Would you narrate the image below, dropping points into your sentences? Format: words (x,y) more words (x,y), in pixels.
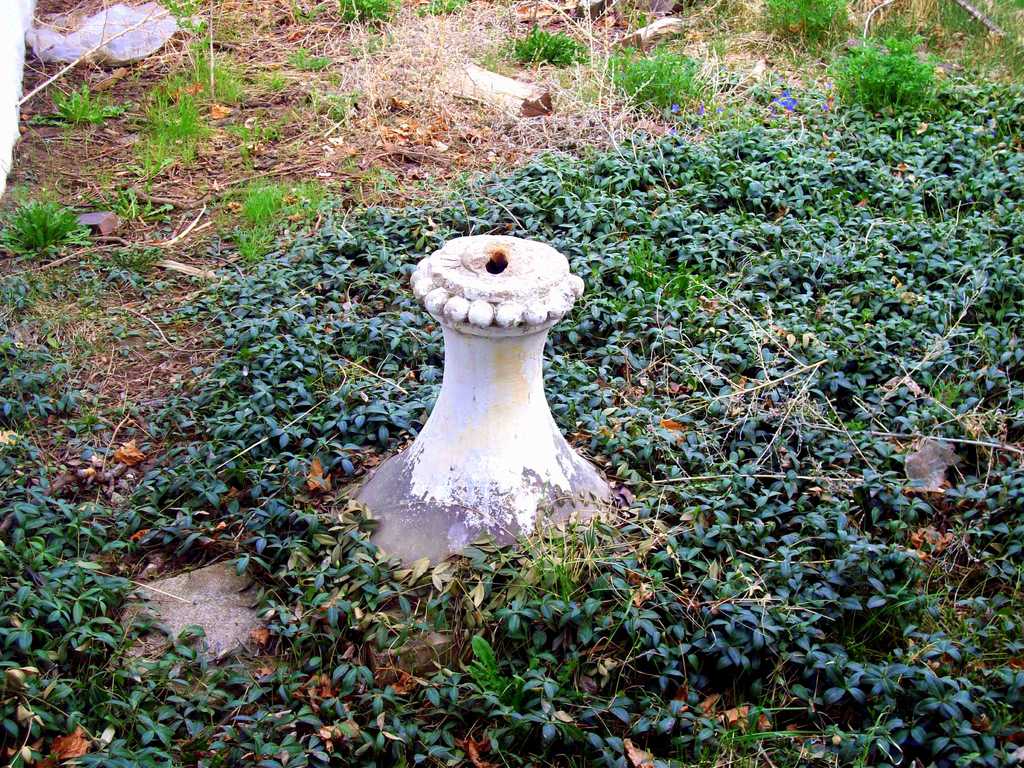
In this picture, we see grass (828,15) on the ground (644,180).
